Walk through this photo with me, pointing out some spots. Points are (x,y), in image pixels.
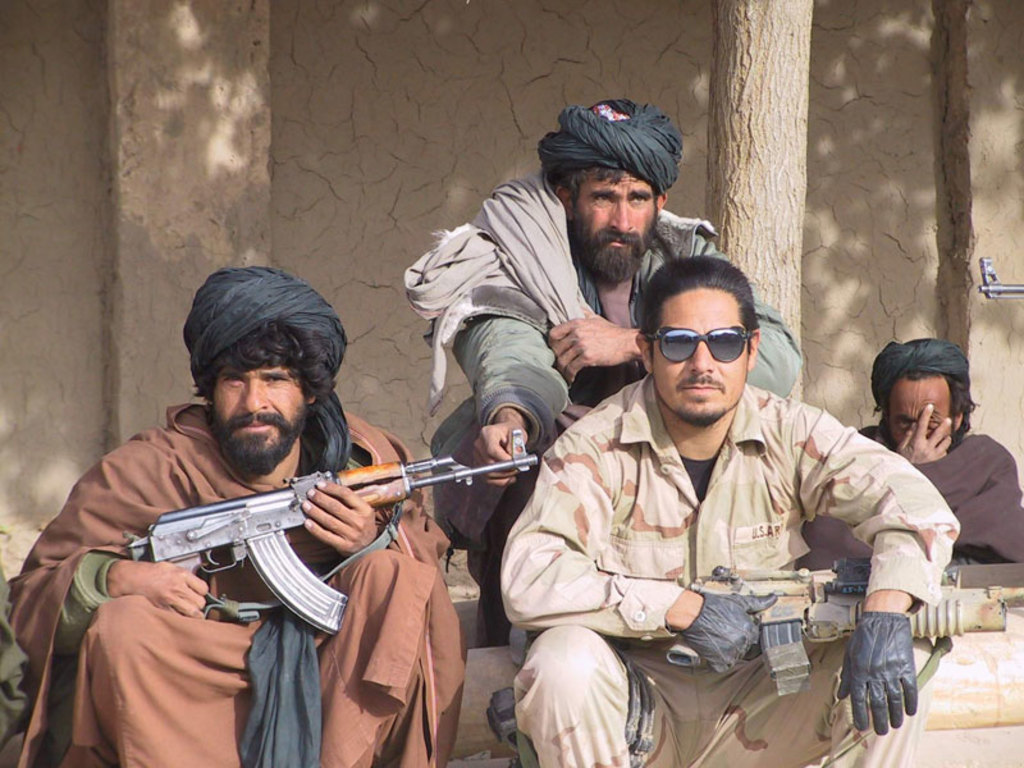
In this image I can see few people (575,225) and two people (622,556) are holding the guns (957,615) and wearing different color dresses (516,493). I can see the branch (733,42) and the brown color wall (477,131).
